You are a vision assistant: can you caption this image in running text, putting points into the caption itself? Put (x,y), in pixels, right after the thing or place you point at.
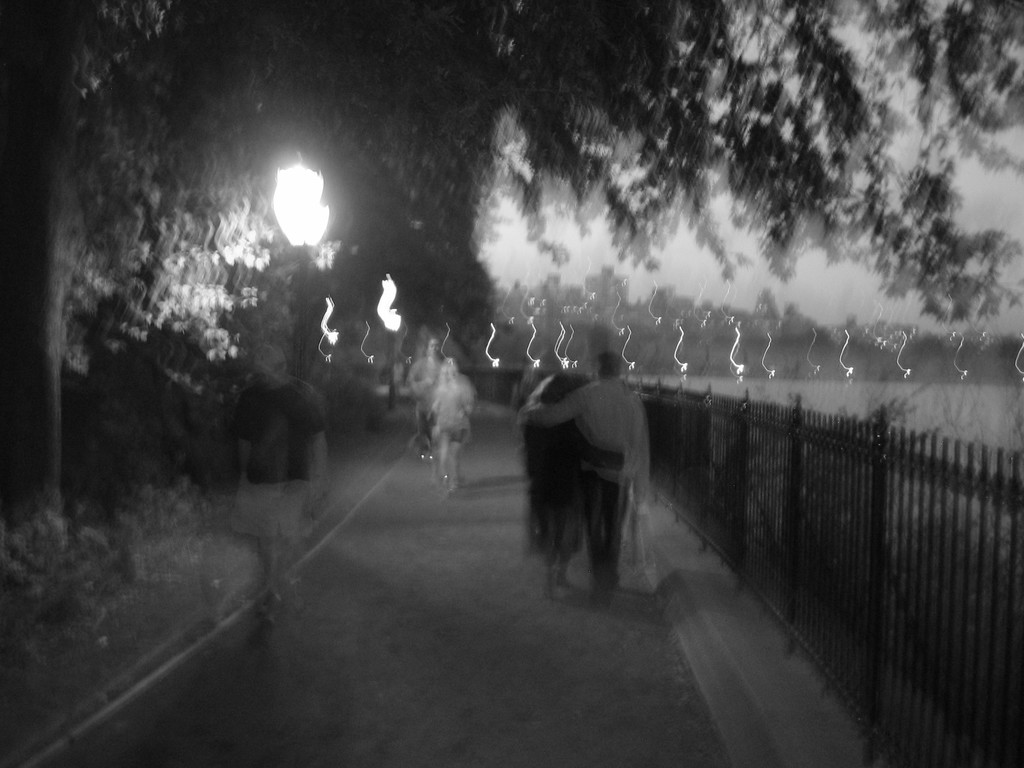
In this image at the center (573,440) people (270,432) are walking on the road (396,555). Beside the road (513,538) there is a light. At the background (535,346) there are trees (658,171). At the right side of the image (809,537) there is metal fencing (790,528).
